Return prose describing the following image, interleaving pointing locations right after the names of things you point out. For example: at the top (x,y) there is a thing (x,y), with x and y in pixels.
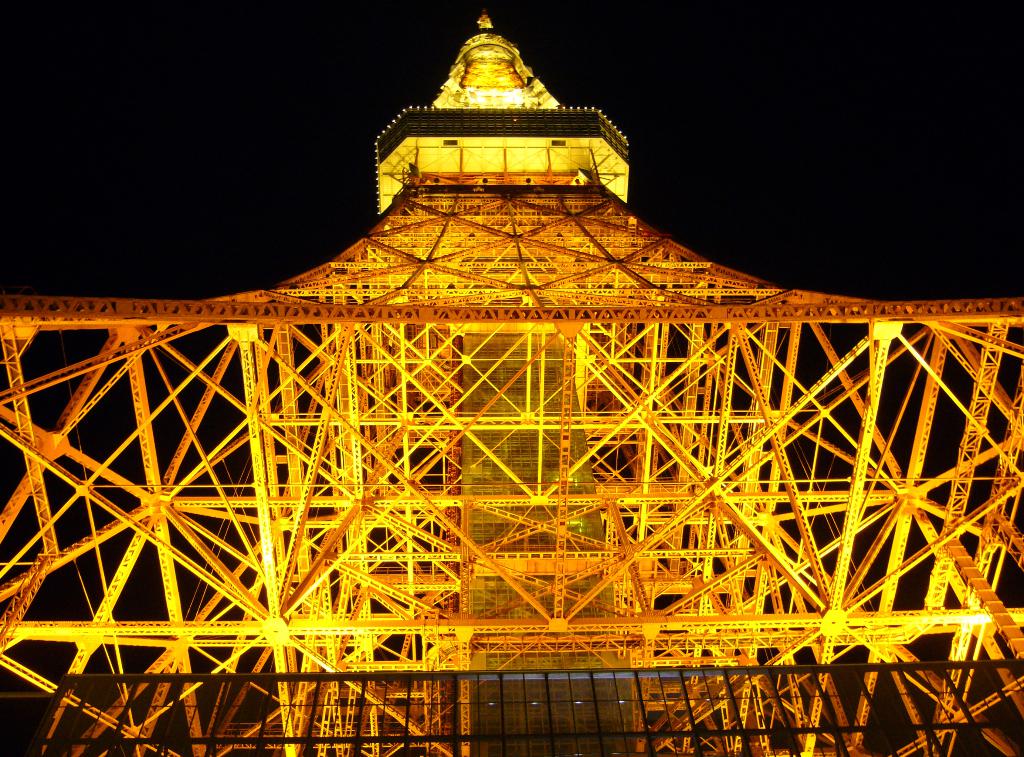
In this image I can see a huge metal tower (483,349) which is brown and yellow in color and few lights (506,102) to it. I can see the dark sky (801,108) in the background (287,103).
